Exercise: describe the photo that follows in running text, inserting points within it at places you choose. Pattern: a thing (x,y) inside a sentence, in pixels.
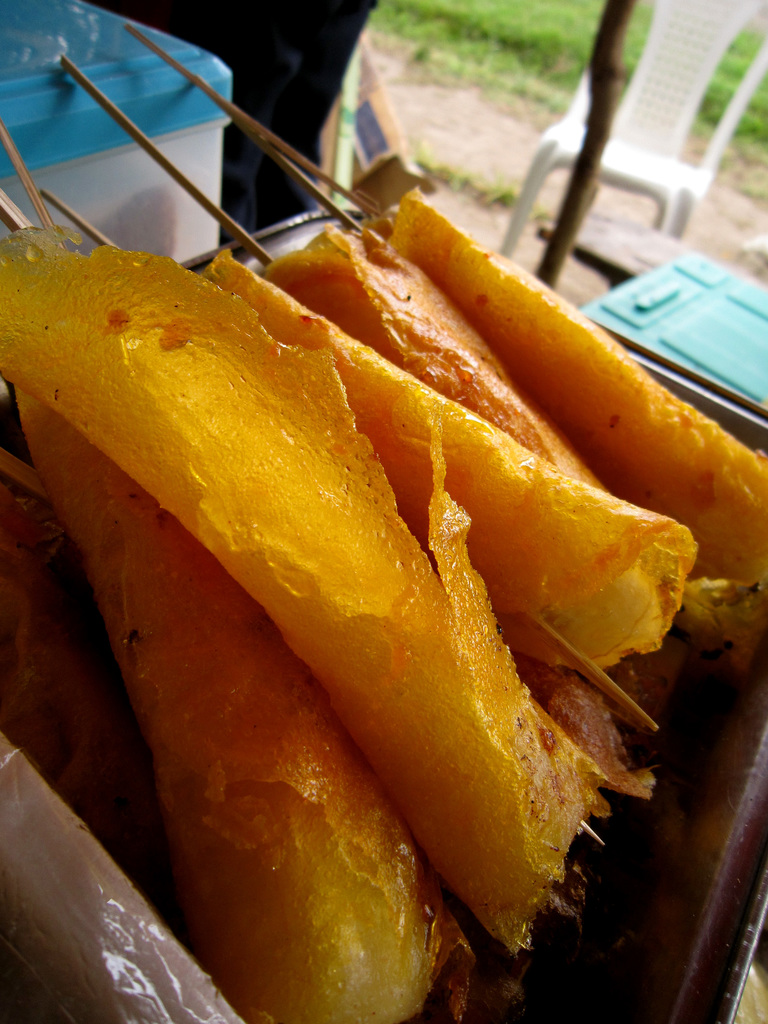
In this image, we can see some food item (449,669) in a container (653,982). We can also see a white chair (645,130) and wood (564,234). We can also see the ground (453,143) and some grass (633,61).
